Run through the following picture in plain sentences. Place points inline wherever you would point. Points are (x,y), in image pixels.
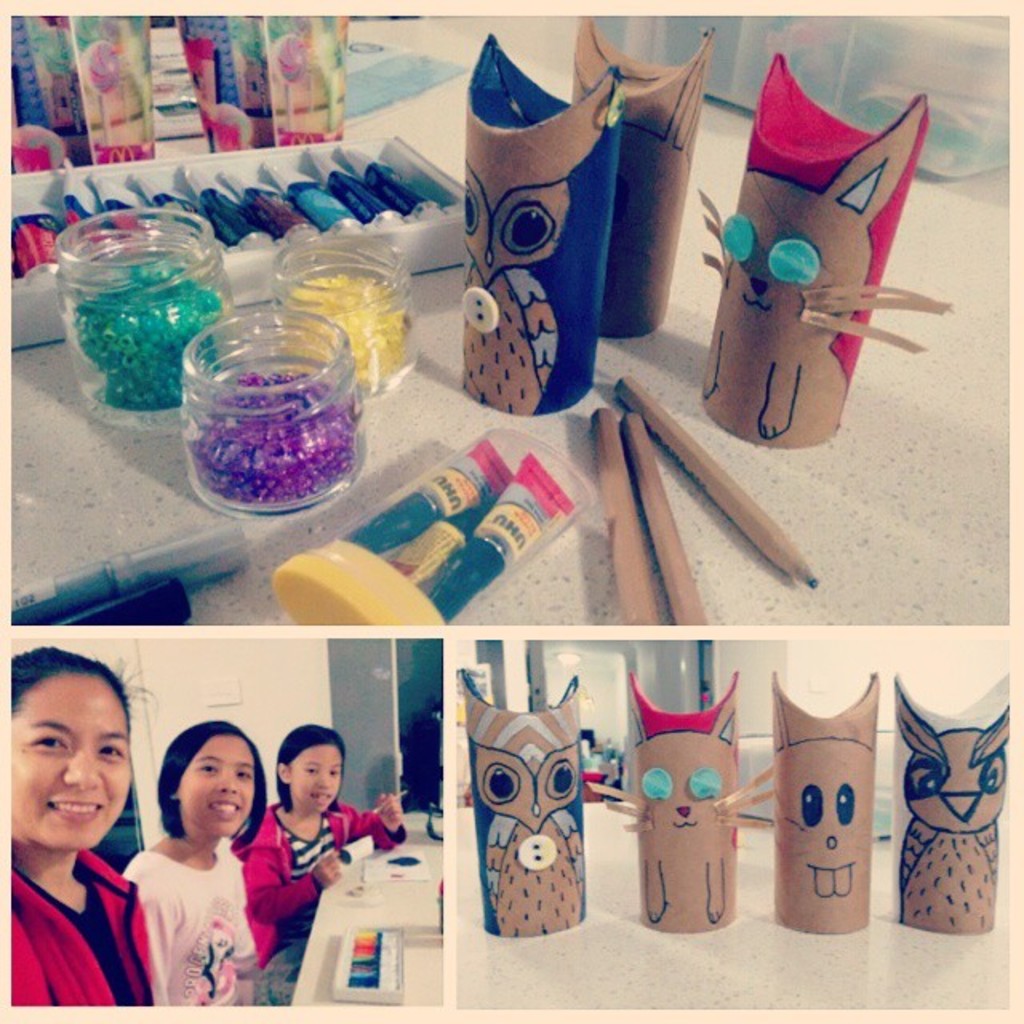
This is a collage image. I can see paper crafts (858,261), pencils (647,596), color beads (311,420) in the jars (275,361), painting tubes (273,216) and few other things (433,468) on a table (853,497). At the bottom left side of the image (283,944), I can see three persons (261,863) sitting and smiling.
